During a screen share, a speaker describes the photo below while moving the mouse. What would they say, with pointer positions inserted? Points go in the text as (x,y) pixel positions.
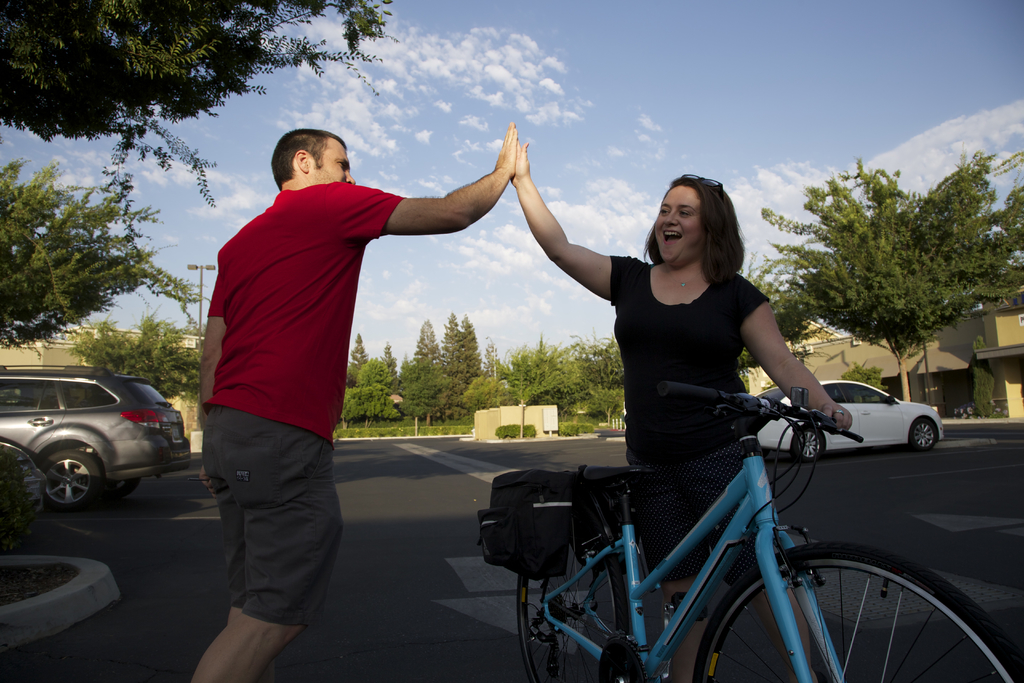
In this image we can see two persons (668,252) and the woman (699,503) is holding a cycle (703,519). On the road (924,465) there are vehicles (902,438). At the background (875,366) there is a building (851,336), trees (862,257) and a sky (559,174).
